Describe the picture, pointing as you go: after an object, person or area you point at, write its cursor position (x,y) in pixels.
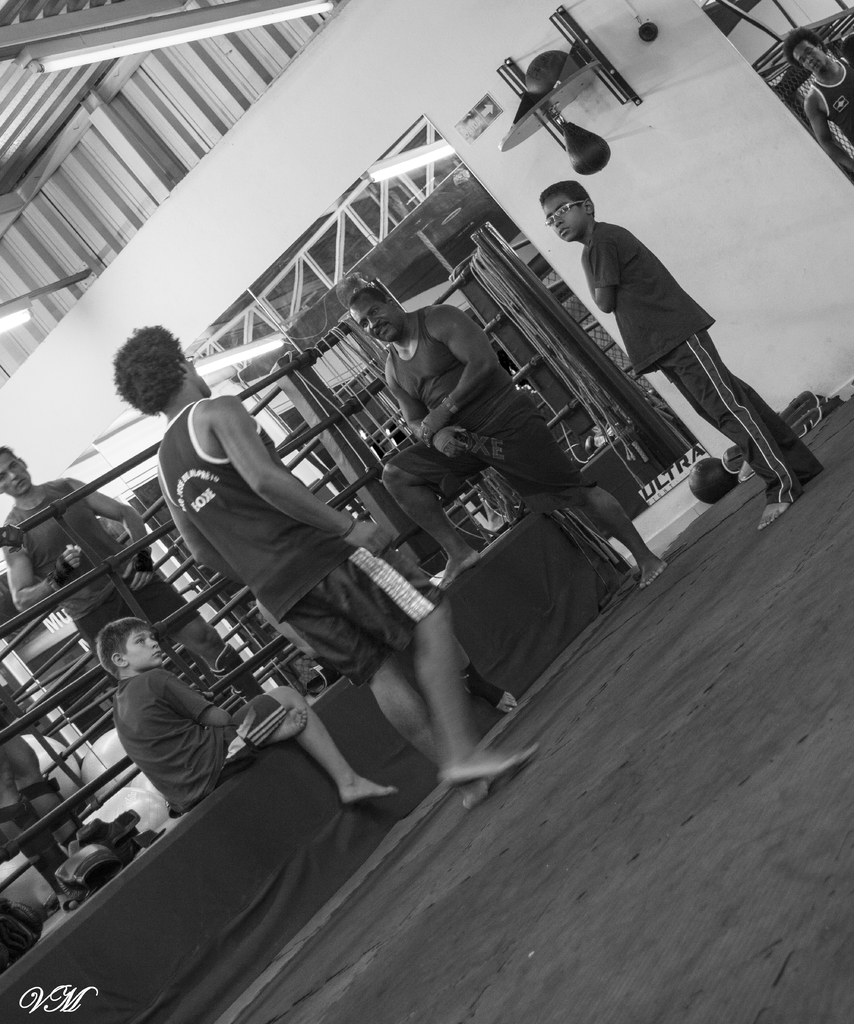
In this image people (433,633) are standing near the ring (519,557). At the back side (436,15) there is a wall (379,150).
